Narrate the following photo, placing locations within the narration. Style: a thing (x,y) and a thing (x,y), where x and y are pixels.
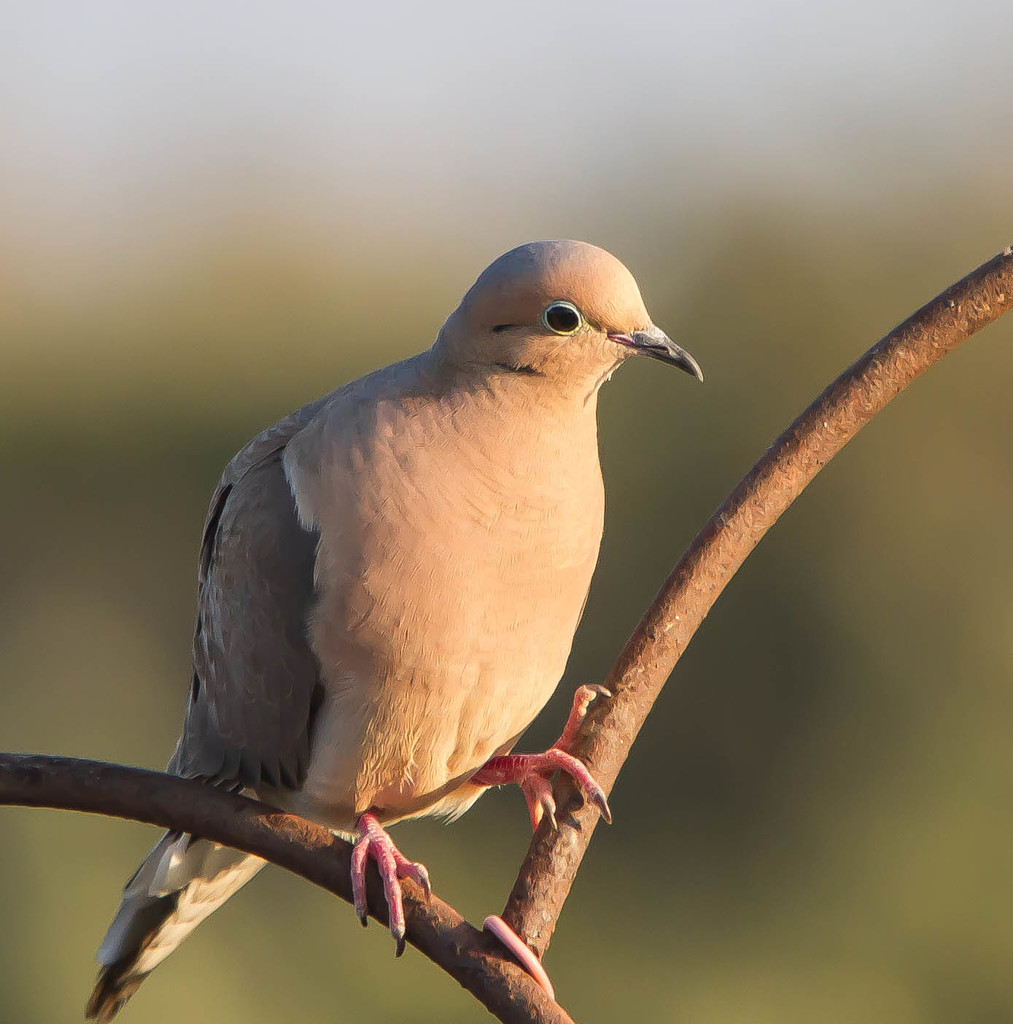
In the image there is a bird (400,763) standing on a branch (470,937) and the background of the bird (306,551) is green.
